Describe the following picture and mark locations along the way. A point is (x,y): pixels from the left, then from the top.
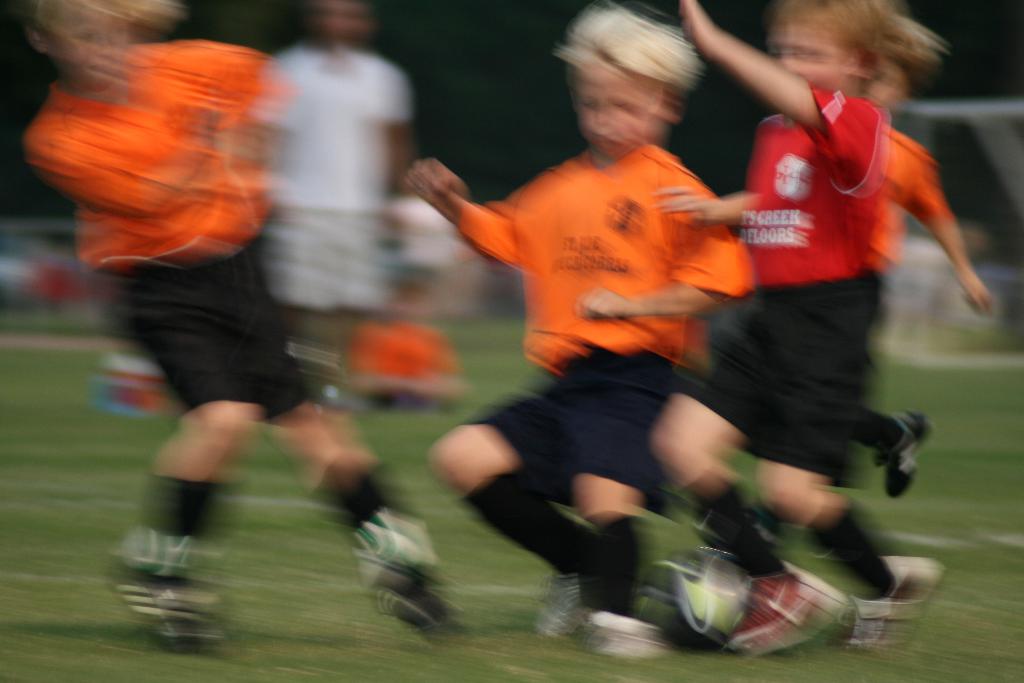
This image is clicked in a ground (886,545). And the image is blurred. there are four children (604,308) playing football (724,643). At the bottom (48,616) there is green grass (63,554).
